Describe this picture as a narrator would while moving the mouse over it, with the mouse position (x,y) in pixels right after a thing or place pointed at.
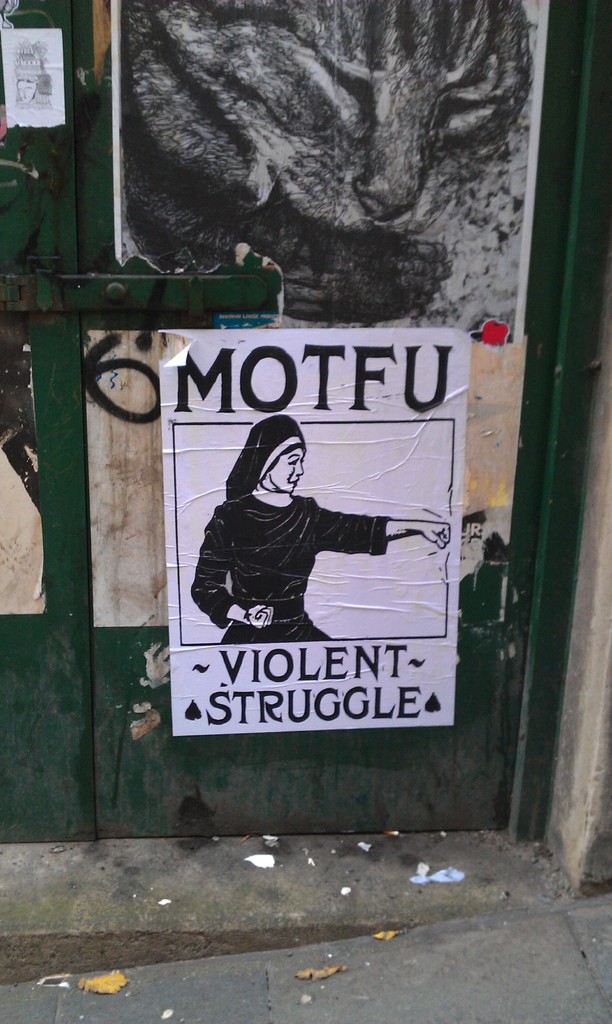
In this picture, we can see the door (260,416), posters (332,392) with some text (362,348) and images (316,508) on it, we can see the ground (122,859).
